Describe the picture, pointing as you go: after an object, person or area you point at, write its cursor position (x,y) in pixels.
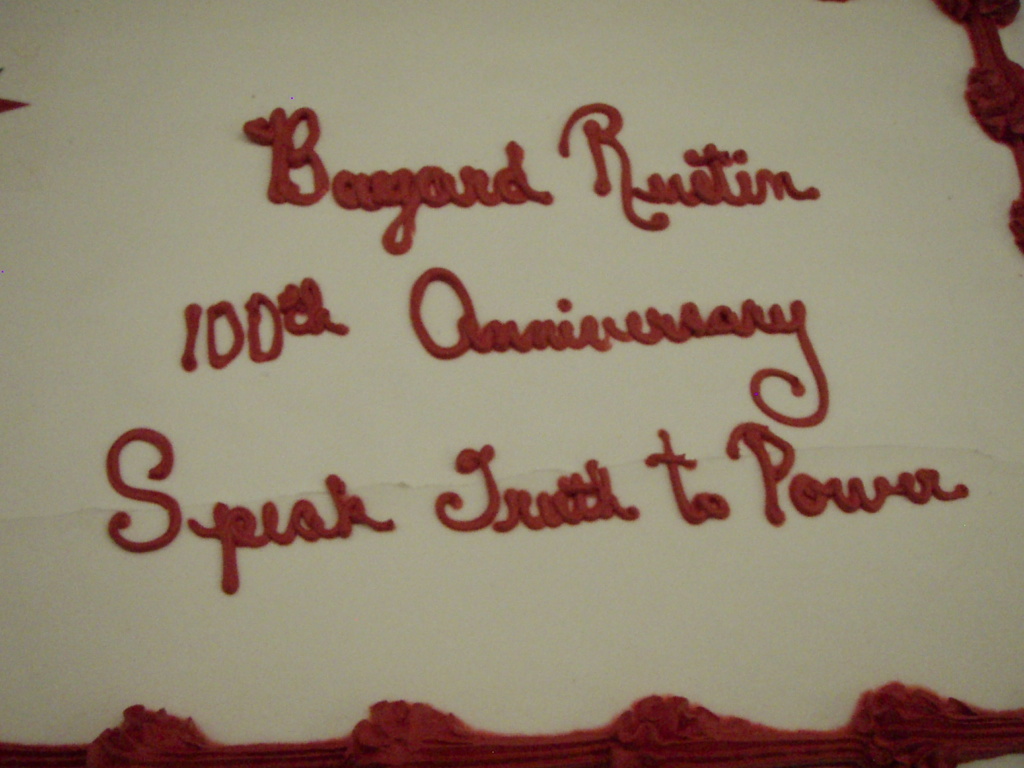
This image consists of a white color cake (151,118) on which I can see some red color text (212,360).
